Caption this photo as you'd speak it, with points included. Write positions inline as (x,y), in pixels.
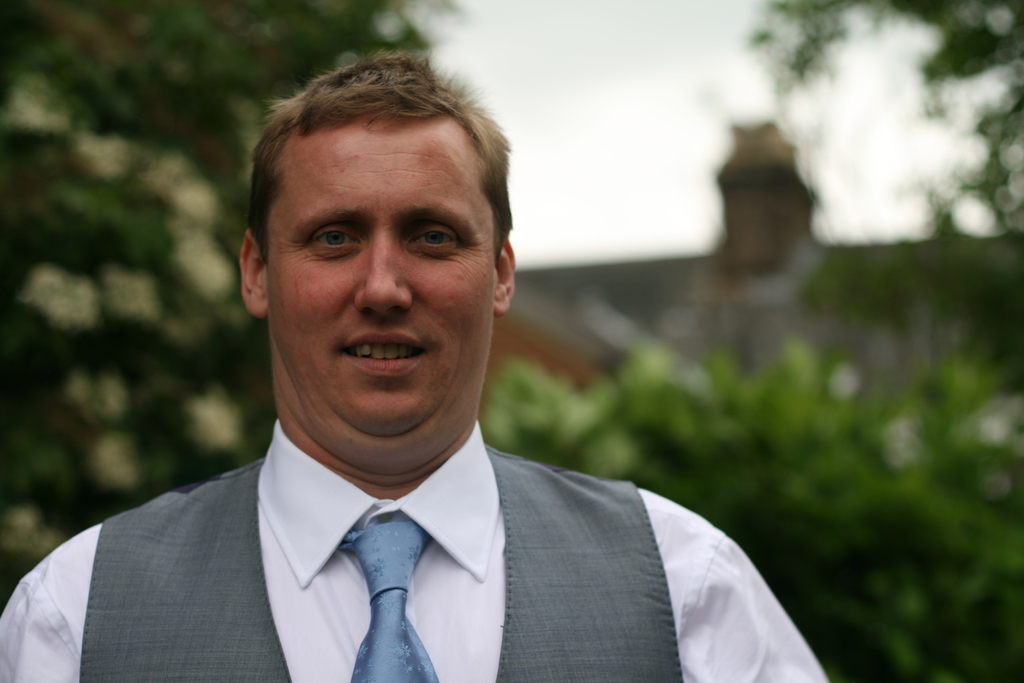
In this picture I can see building (647,328) and few trees (80,24) in the back (693,288) and I can see a man (255,498) standing and I can see sky (849,174).
